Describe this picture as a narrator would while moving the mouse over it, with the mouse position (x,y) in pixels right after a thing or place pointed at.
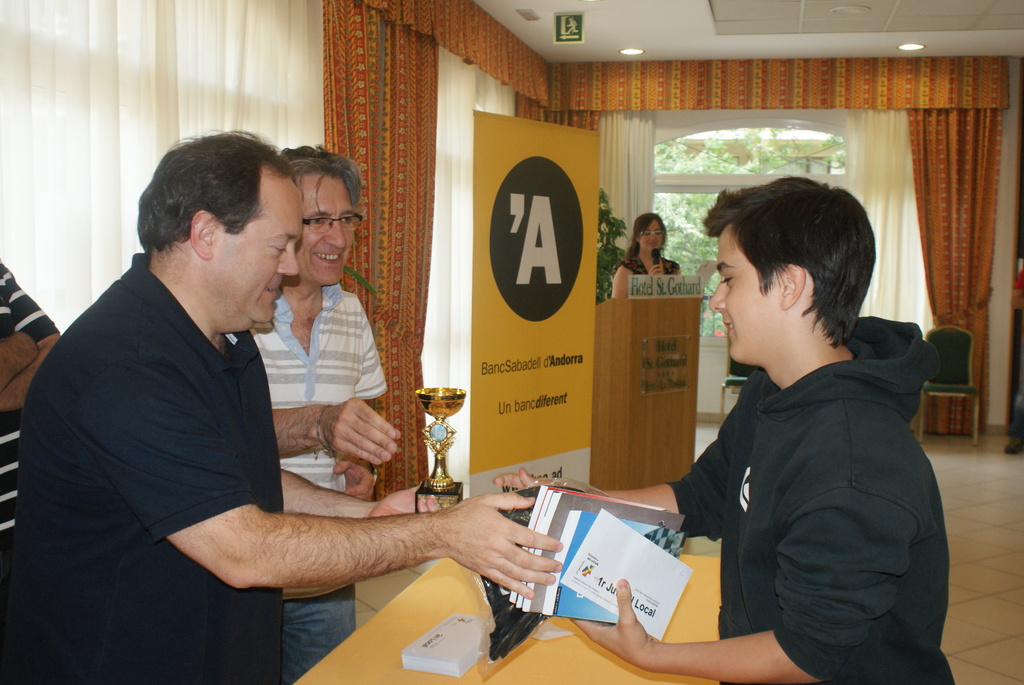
Here in this picture in the front (288,343) we can see four people (267,402) standing over there and the person (326,505) on the left side (217,467) is handing over books (537,507) and trophy (444,470) to the boy (819,522) on the right side (765,499) and between them we can see a table (396,623) present and all of them are smiling and in the middle (480,253) we can see a banner (556,319) present and beside that we can see a speech desk (610,320) present and there we can see a woman (648,265) standing with a microphone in her hand (662,272) and behind her we can see a plant (613,268) present and we can see curtains (389,142) present all over there and we can also see some chairs (961,373) present on the floor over there and we can see lights (630,51) on the roof (723,52) present and outside that we can see trees (687,228) present over there.
